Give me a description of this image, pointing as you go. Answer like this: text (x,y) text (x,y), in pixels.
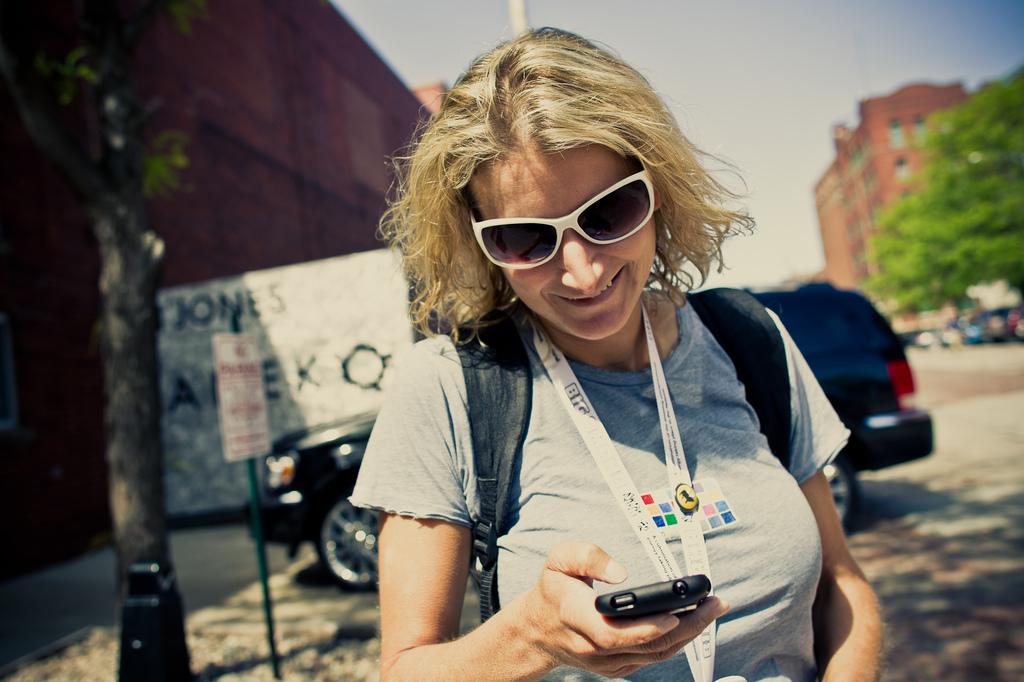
In this image i can see a woman (520,550) holding cell phone (694,599) in her hand (596,622), and in the background (342,496) i can see a vehicle (354,444), some signs (256,446), tree (931,258), building (888,181) and sky (715,84).
